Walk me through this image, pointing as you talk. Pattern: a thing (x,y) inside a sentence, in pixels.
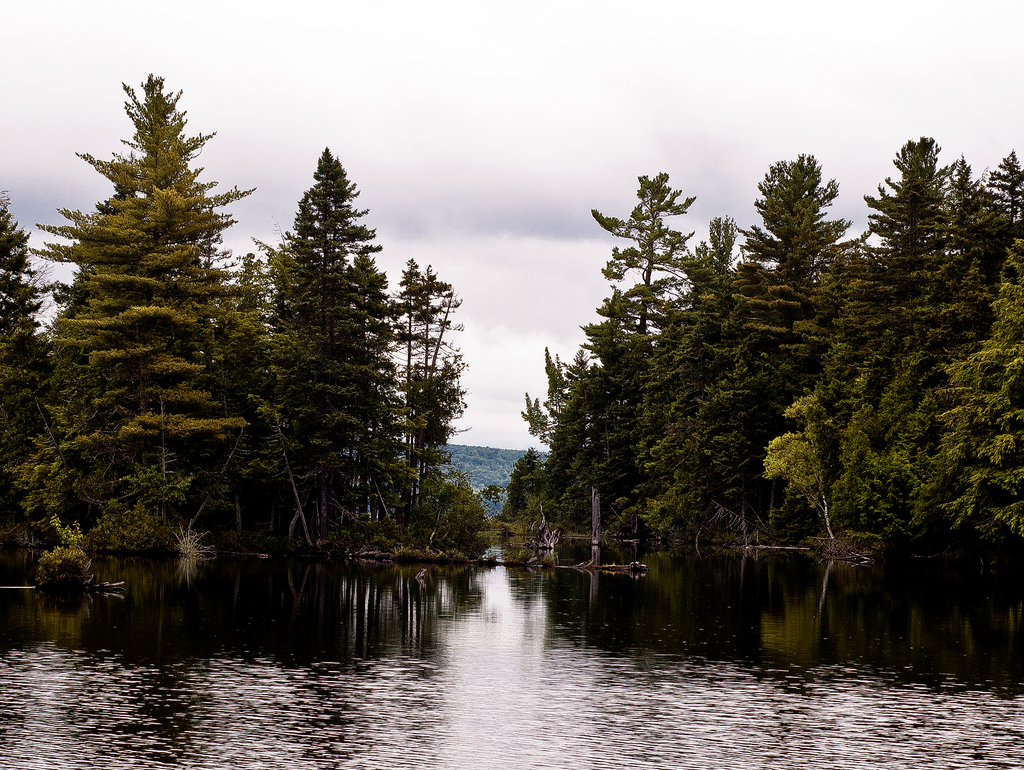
In the center of the image (651,415) we can see trees (390,432), hills (483,465) are there. At the bottom of the image (514,705) water (490,714) is there. At the top of the image (565,118) clouds (551,150) are present in the sky (627,146).
